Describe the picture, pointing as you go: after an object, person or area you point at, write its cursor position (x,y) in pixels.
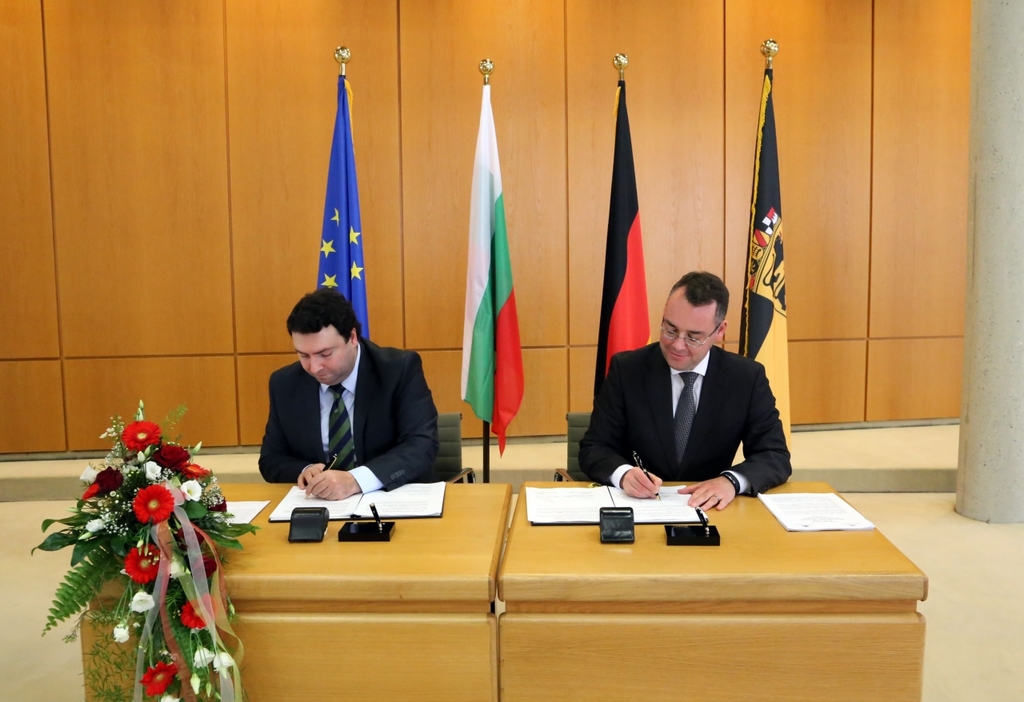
In this picture we can see a flower vase (145,536), books (430,514) and some other objects (624,519) on the table (529,528). Two people (430,433) are seated on the chair (589,413) and writing something on the book (327,503) and we can see flags (345,238) and cupboards (274,189).
